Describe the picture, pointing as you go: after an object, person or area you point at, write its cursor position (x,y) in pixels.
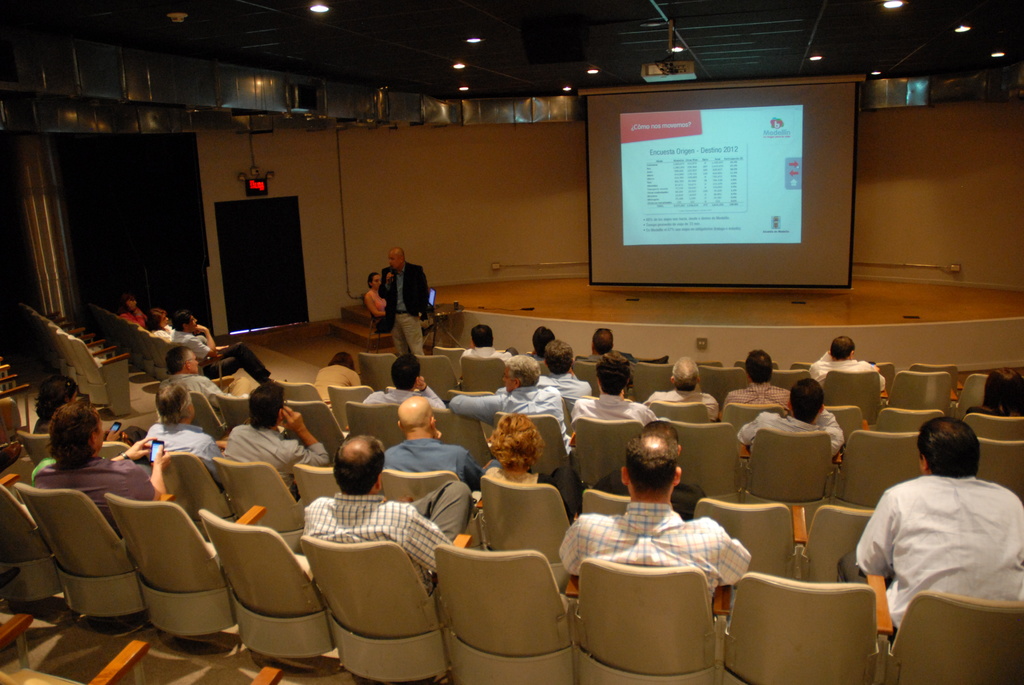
In this picture we can see a man (422,311) in middle (420,292) holding mic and talking and in front of him a group of people (685,549) sitting on chairs (257,497) and listening to him and beside to his woman (377,311) sitting and in background (503,229) we can see screen (713,145), wall (555,166), lights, stage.
